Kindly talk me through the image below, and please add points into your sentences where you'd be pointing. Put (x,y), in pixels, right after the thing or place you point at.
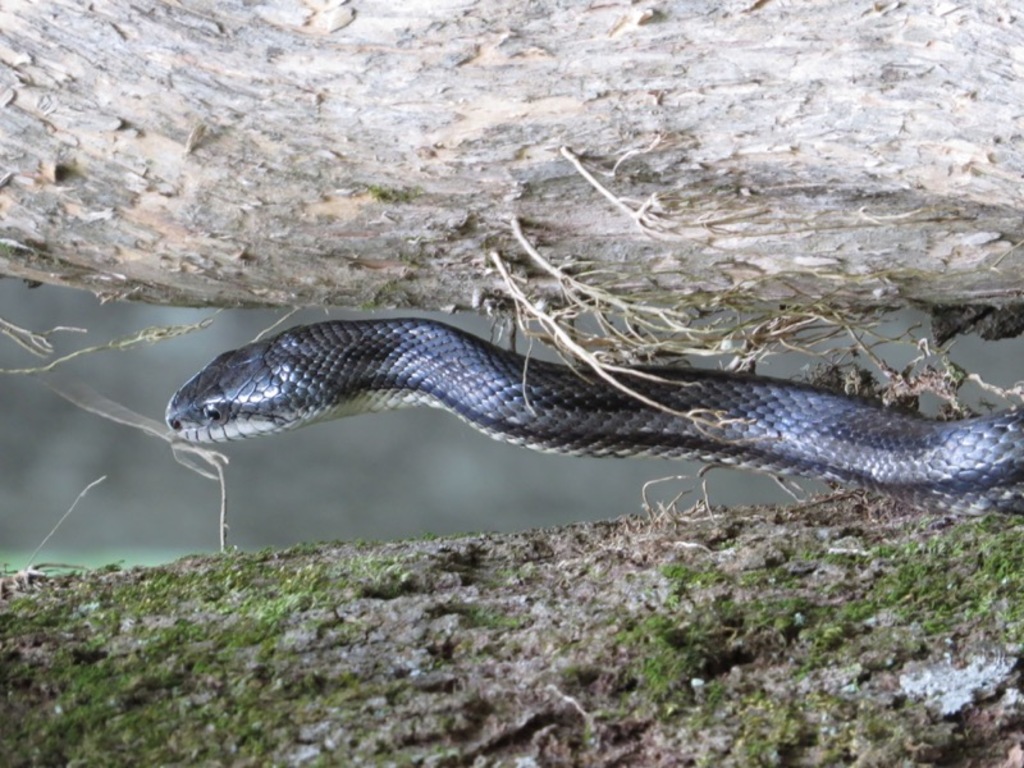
In this image there is a Snake (399,344) in between the tree trunks (505,291), and there is blur background (11,504).
